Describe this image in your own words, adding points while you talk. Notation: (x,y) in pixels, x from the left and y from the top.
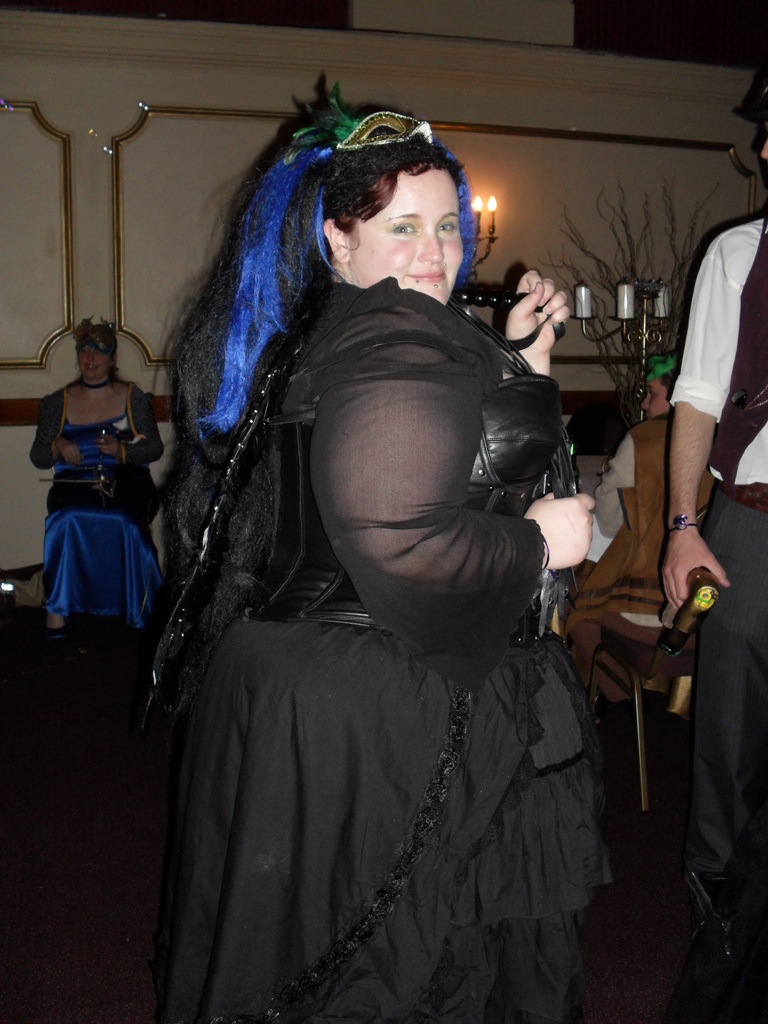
This image consists of a woman (405,584) wearing black dress (465,600). She is dancing. To the right (749,410), there is a man (720,712) standing. In the background (543,140), there is a wall (503,91) along with the lights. At the bottom (88,825), there is a floor (88,833).
